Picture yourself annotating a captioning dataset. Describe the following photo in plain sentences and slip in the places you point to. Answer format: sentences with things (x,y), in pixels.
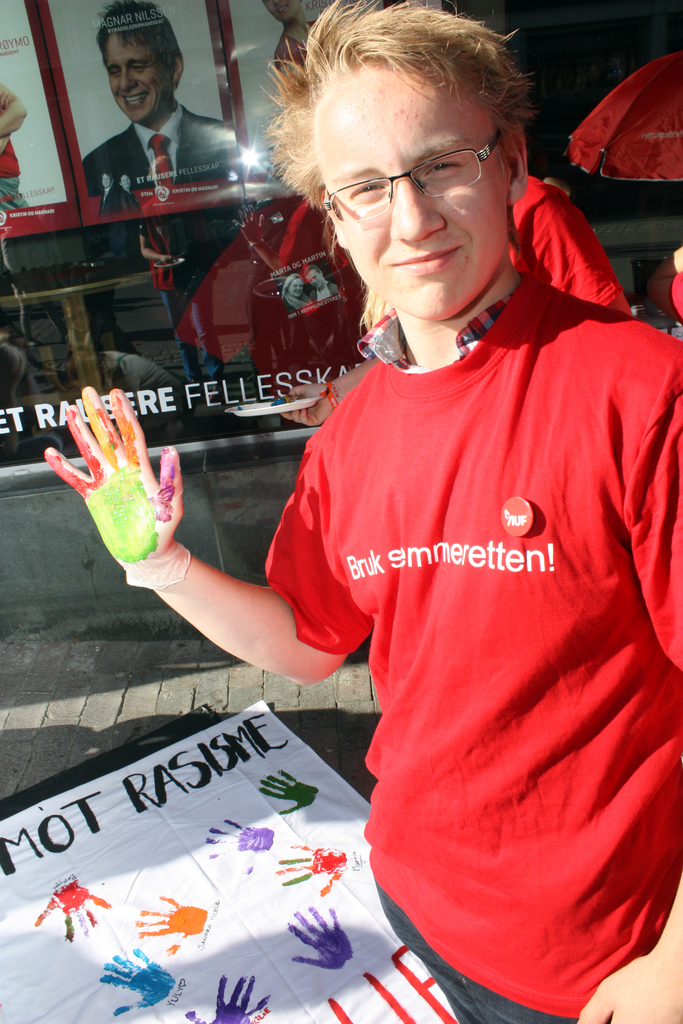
Here I can see a man (409,660) wearing a red color t-shirt (428,638), standing, smiling and giving pose for the picture. There are few colors (117,505) to his hand (134,505). At the bottom (236,912) there is a white cloth (64,975) on which I can see some text (73,833) and few handprints (149,915). In the background (537,245) another person (549,242) is standing and also there is a glass (180,270) on which few posters (159,148) are attached and also I can see some text (218,392).
